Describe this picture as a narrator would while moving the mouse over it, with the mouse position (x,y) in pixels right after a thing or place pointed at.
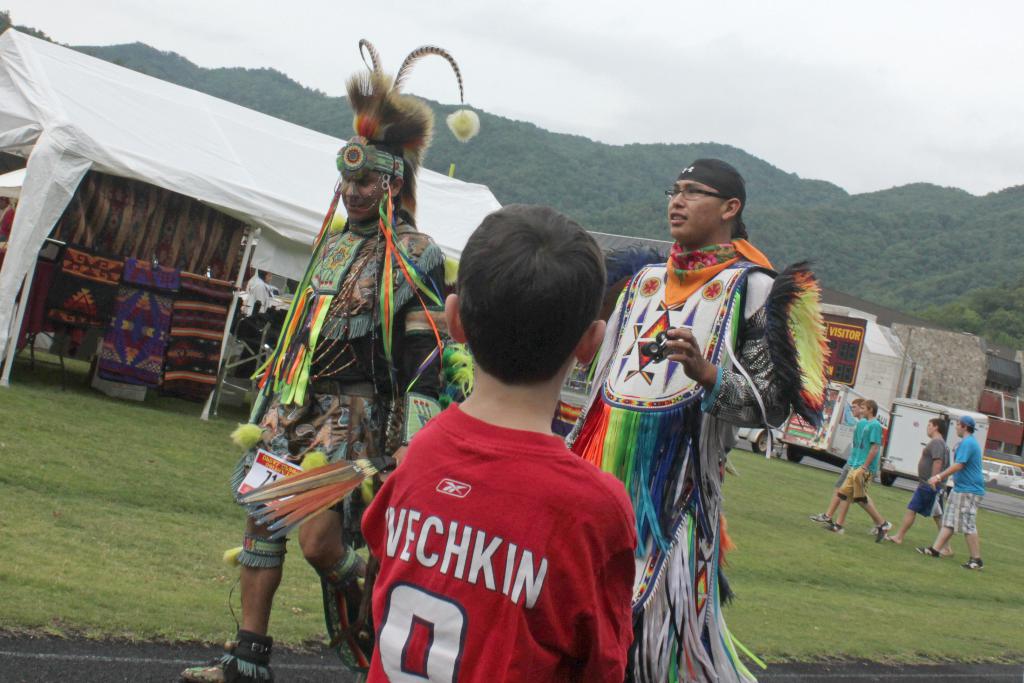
In this image I can see a boy (503,468) is looking at his side, he wore red color t-shirt (491,585). In the middle (392,313) a man (383,385) is walking, he wore different types of things (355,394). On the left side (292,210) there is a shed (189,142) covered with a white color cover (211,181). On the right side (840,390) there are vehicles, at the back side (571,209) there are hills (549,191) with green trees (575,162), at the top (612,63) it is the sky (607,77).
